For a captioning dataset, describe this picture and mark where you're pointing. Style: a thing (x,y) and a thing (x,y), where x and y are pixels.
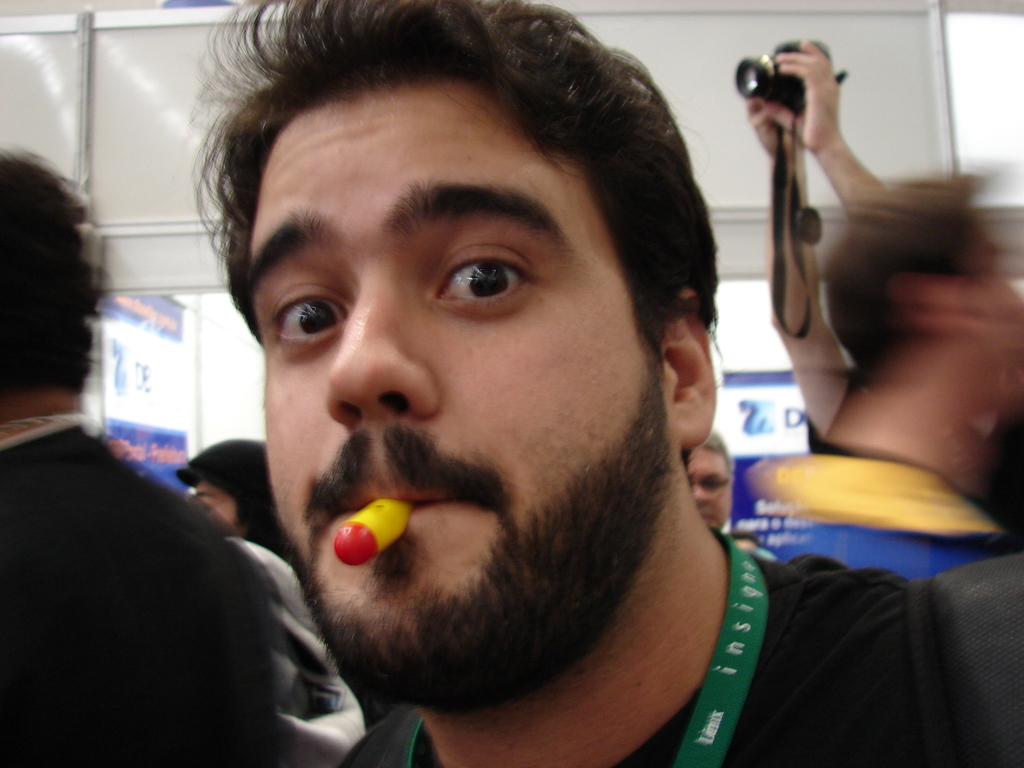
In this image there are people (615,460). On the right (826,107) we can see a person's hand (826,107) holding a camera (768,95). In the background (701,121) there is a wall (691,134) and banners (176,320).
